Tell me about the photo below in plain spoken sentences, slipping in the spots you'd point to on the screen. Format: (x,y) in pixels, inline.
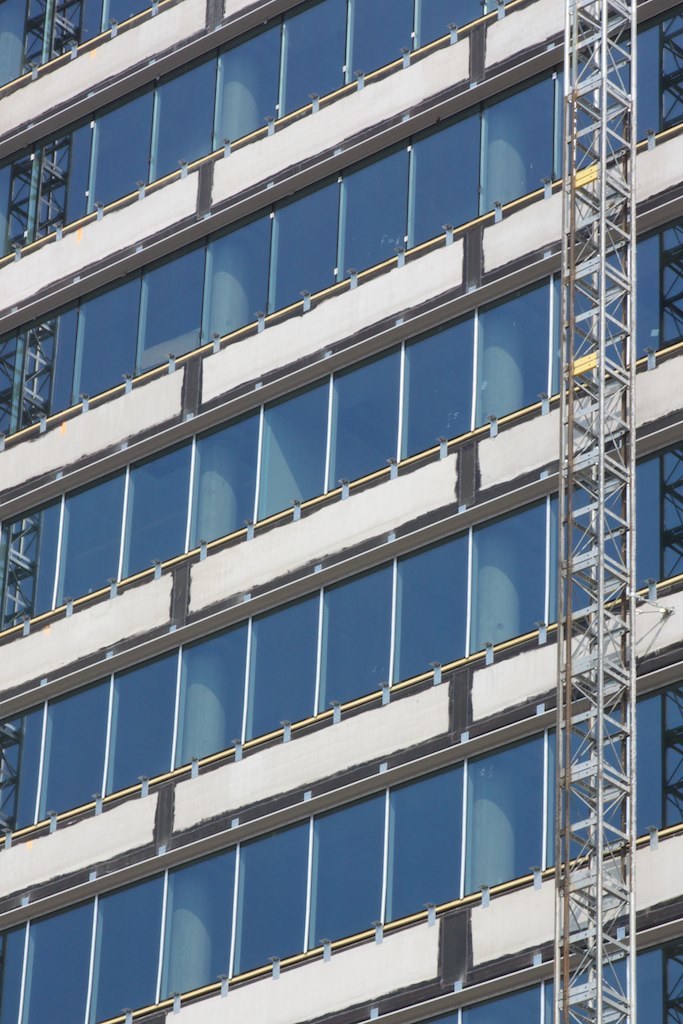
In the image there is a building (277,191) with glasses (187,79) and walls (283,1003). On the right corner of the image (622,582) there is a tower stand (569,93).
